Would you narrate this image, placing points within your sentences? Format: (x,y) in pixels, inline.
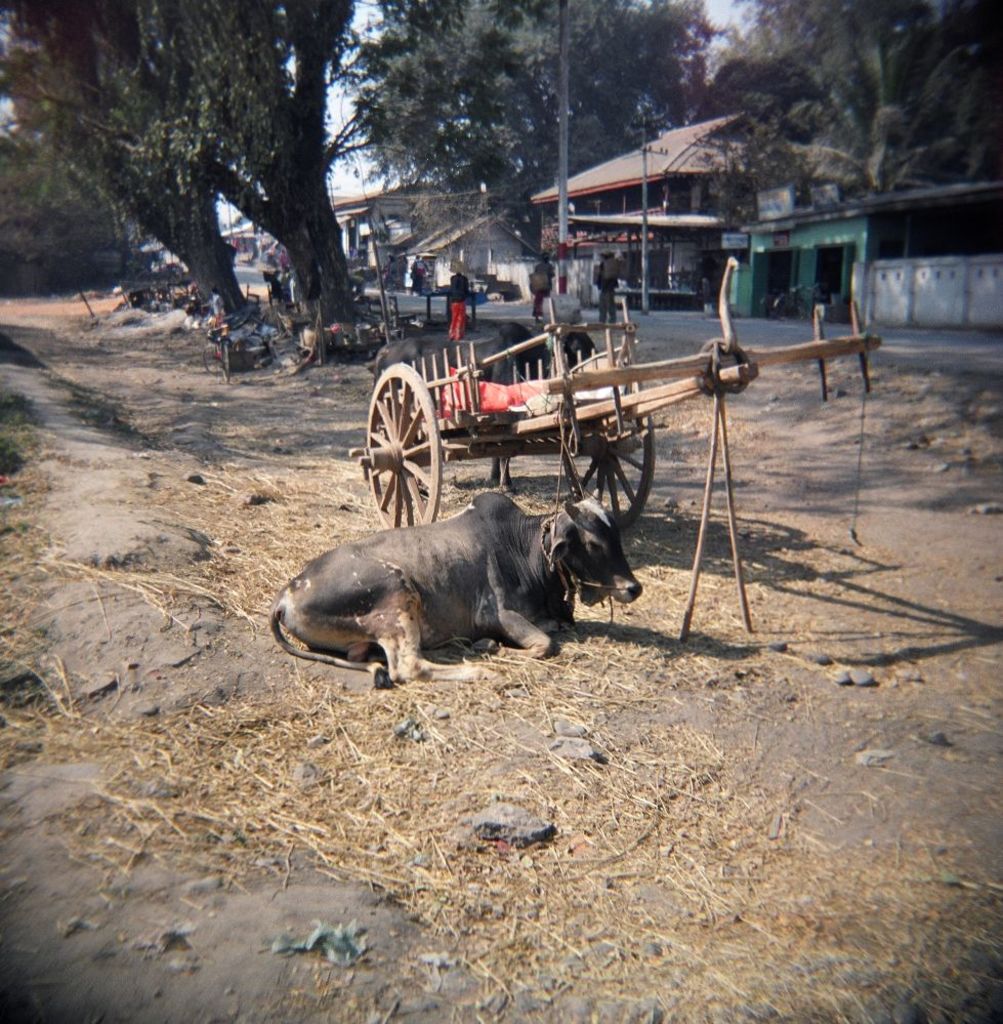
In this picture there is a cow (326,624) and a cart (509,354) in the center of the image (375,573) and there is dry grass (603,781) on the floor (535,780) and there are people (419,281), houses (482,250), and trees (312,197) in the background area of the image (534,220).
